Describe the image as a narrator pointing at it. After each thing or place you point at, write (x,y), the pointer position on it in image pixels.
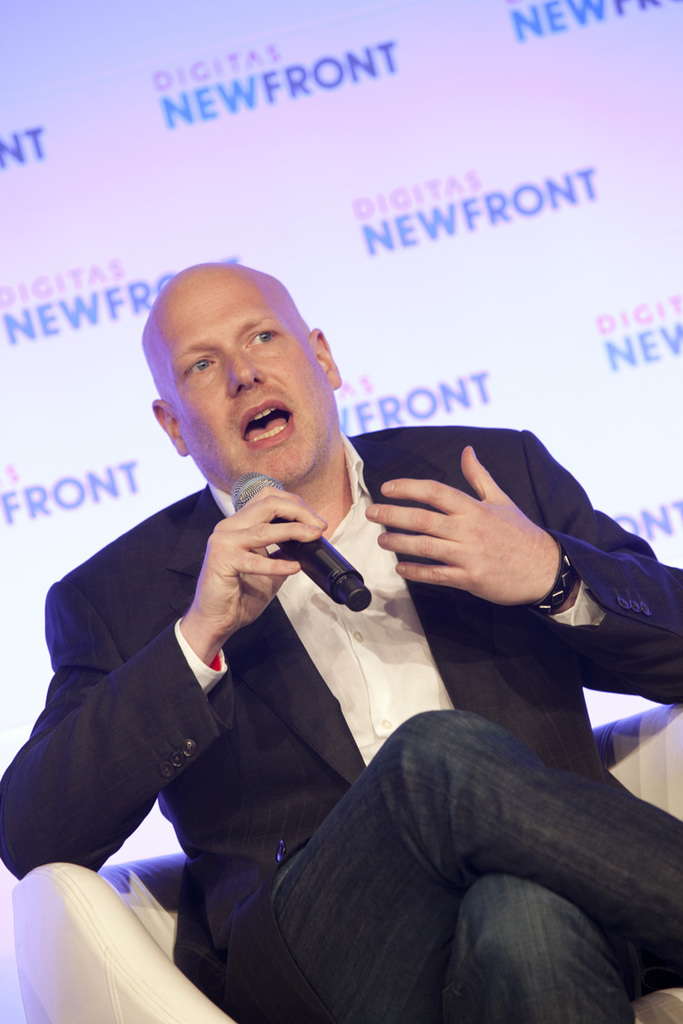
In this image i can see a man (328,961) is sitting on a chair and holding a microphone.
